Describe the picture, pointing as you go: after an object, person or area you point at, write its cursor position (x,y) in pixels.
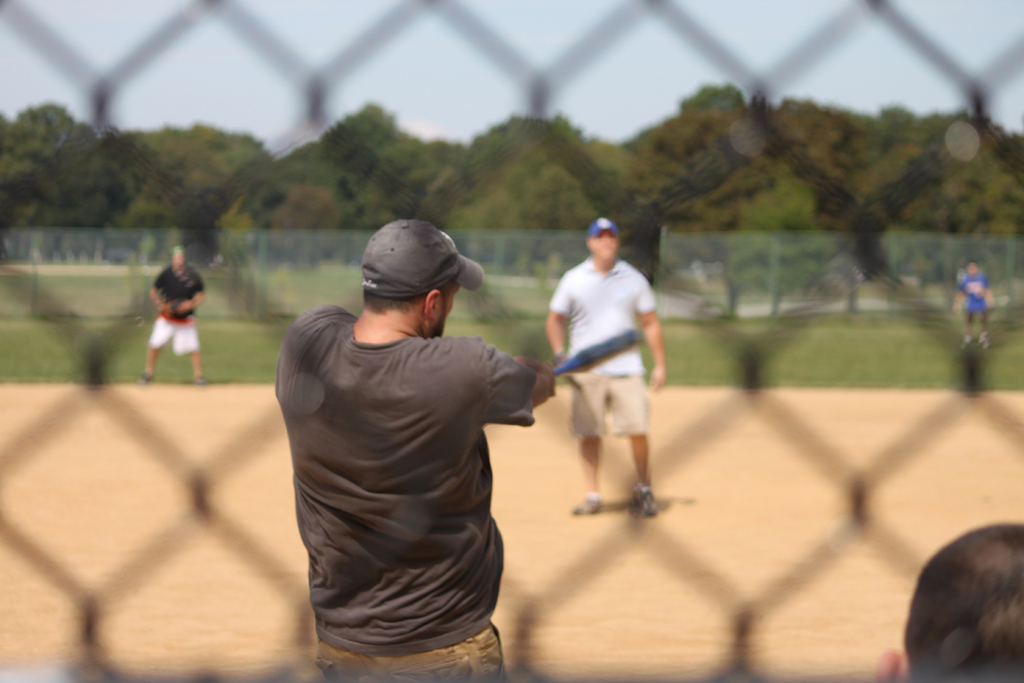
In this image we can see the view of a playground (696,369), there is the sky (459,60) towards the top of the image (220,74), there are trees (661,163), there is a fence (940,278), there are four men (396,348) standing, there are two men (468,351) wearing caps (438,274), there is a man (410,392) holding an object (583,353), there is a person's head (938,555) towards the bottom of the image (987,635).
